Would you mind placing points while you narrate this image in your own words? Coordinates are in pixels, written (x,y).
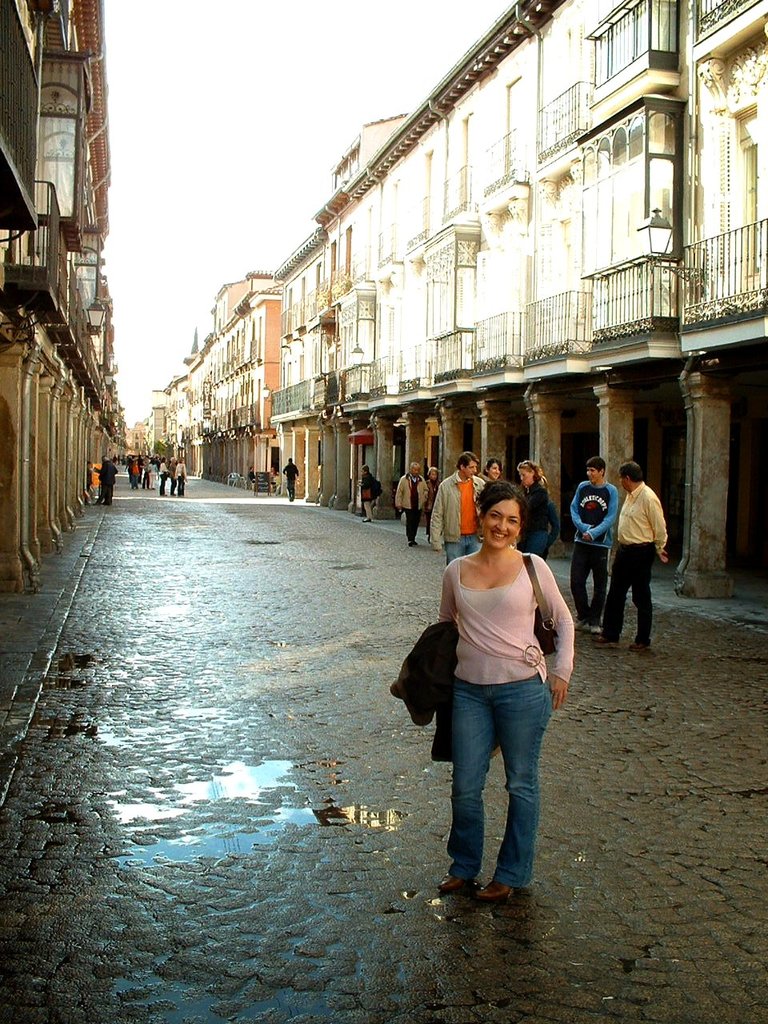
In this image on the right side (549,227) and left side (12,361) there are buildings (87,441), and in the center (419,502) there are a group of people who are walking and one woman (510,626) is standing and she is wearing a bag (543,633) and holding a jacket (450,635) and there is a walkway (218,757). At the top (209,164) there is sky (226,185).
